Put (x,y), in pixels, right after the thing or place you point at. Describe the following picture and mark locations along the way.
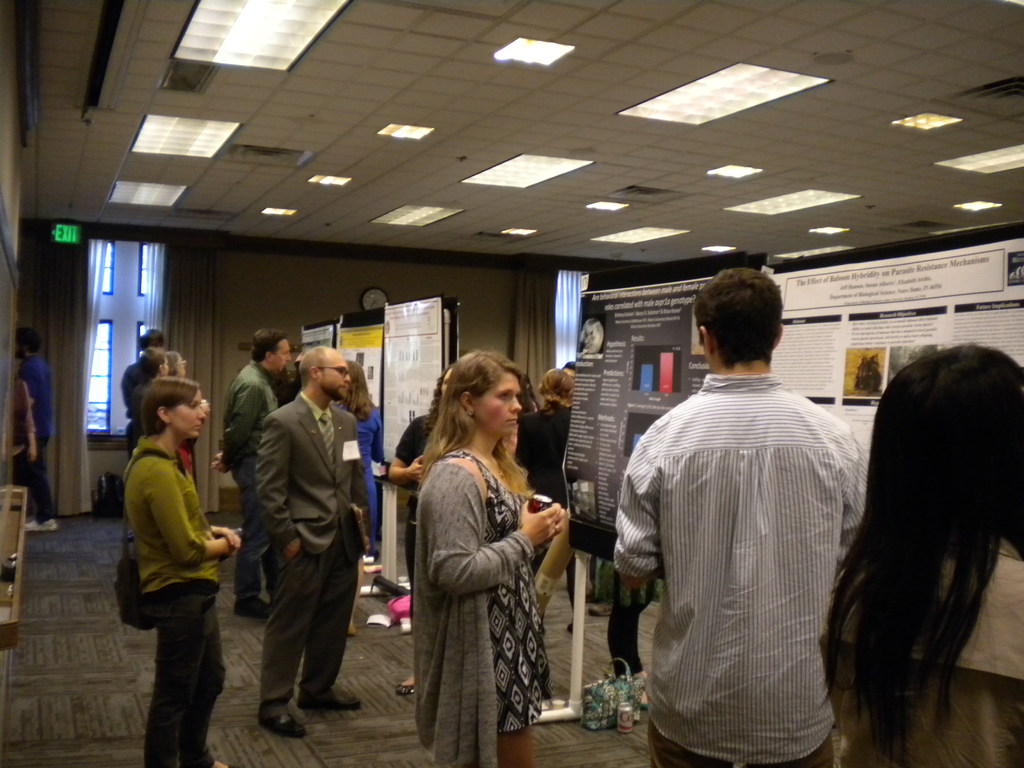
In this image we can see a group of people (968,506) are standing on the floor (366,756). Here we can see few posts (388,395). In the middle of the image (423,494), a woman (482,498) is holding some object (537,503). Background (490,328) there is a wall (501,338), few curtains (190,335), glass windows (559,365). Top of the image (553,159), there is a roof (523,134) with lights (509,178). Here we can see clock (367,302) and sign board (61,234). There are so many things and objects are placed here.
